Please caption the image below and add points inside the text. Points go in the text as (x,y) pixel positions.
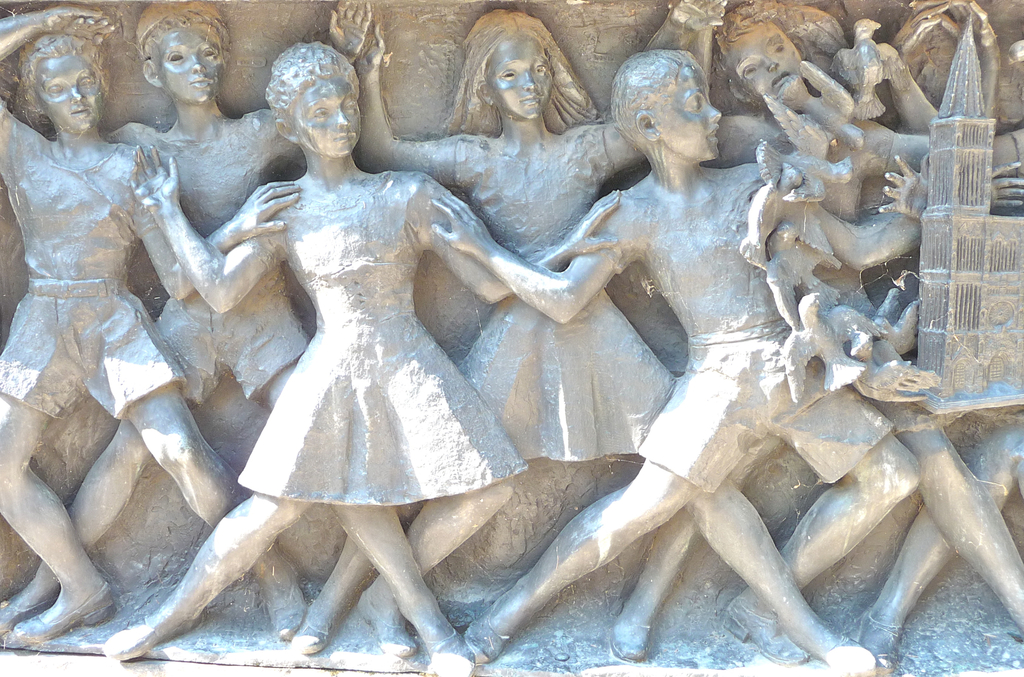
In this picture we can see few sculptures (699,240).
